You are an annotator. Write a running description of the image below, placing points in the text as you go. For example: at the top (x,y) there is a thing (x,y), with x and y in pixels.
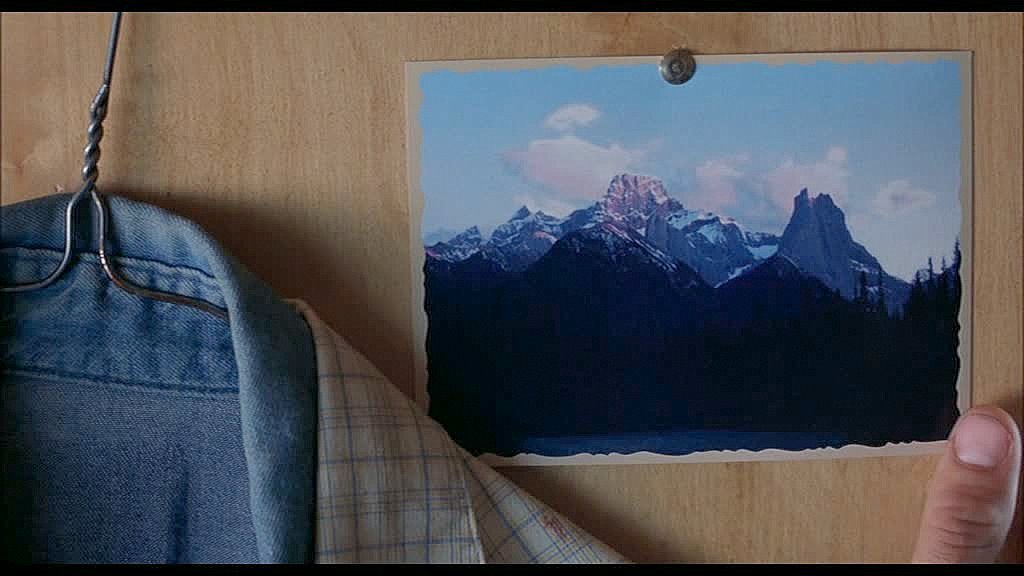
In this picture we can see a photograph (420,198) on the wooden board (404,195), here we can see a person's finger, clothes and an object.
